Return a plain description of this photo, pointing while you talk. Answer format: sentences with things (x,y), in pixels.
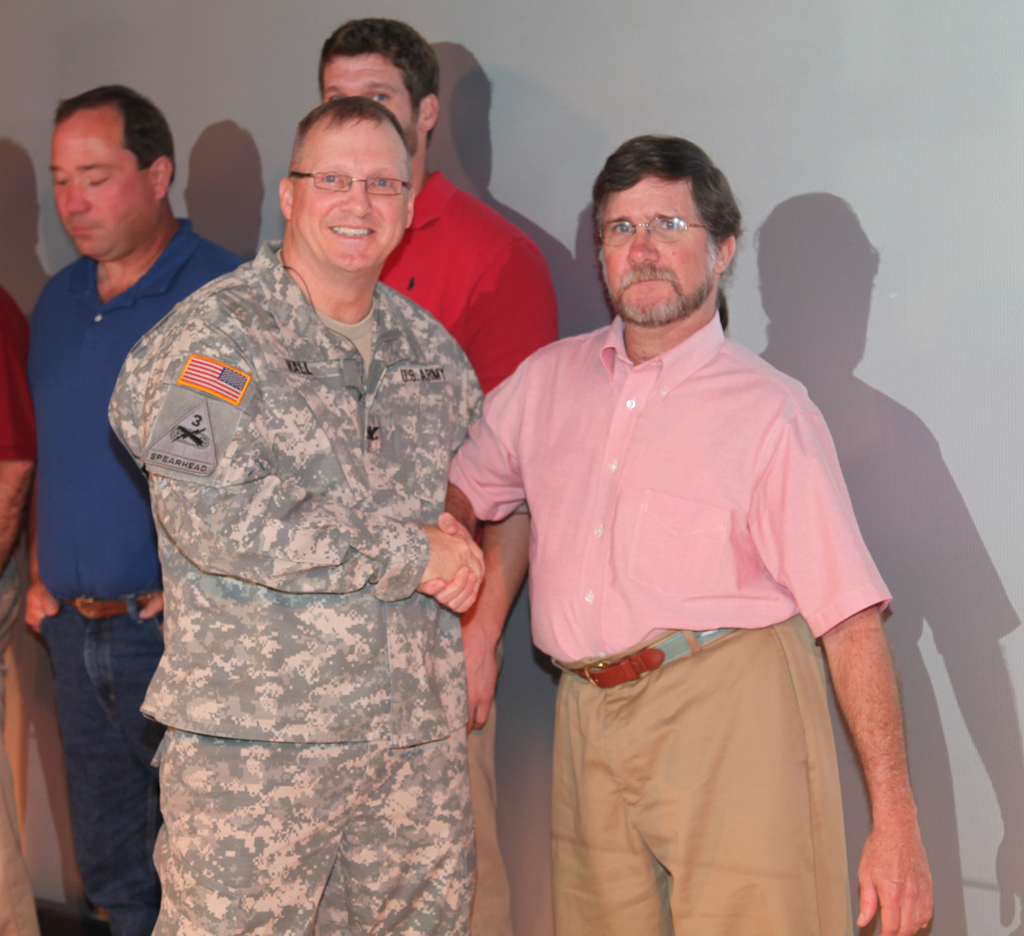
As we can see in the image there is a white color wall (869,196) and few people (454,429) standing over here.
